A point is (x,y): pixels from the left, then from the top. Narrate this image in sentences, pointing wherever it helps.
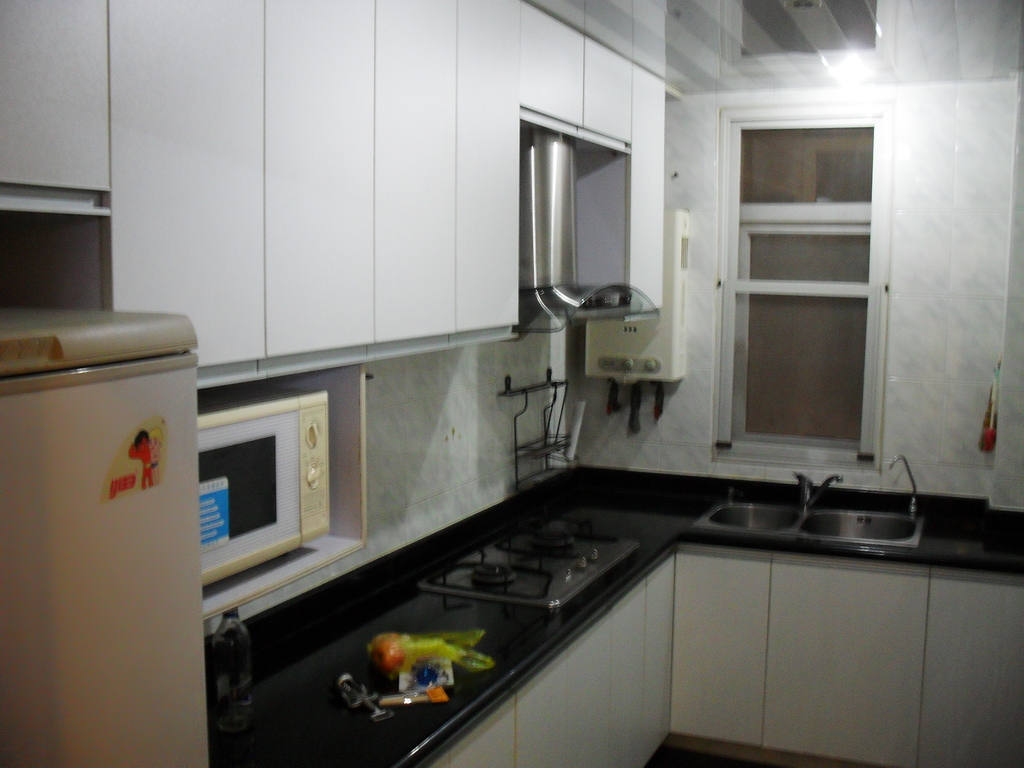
In this image there is a kitchen (940,293), in that kitchen (521,475) there is a gas stove (591,555), sink (772,532), micro oven (284,497), fridge (189,425), at the top (52,110) there is a cupboard (660,289), in the background (671,105) there is a wall (965,486) to that wall (805,91) there is a window (846,362).
